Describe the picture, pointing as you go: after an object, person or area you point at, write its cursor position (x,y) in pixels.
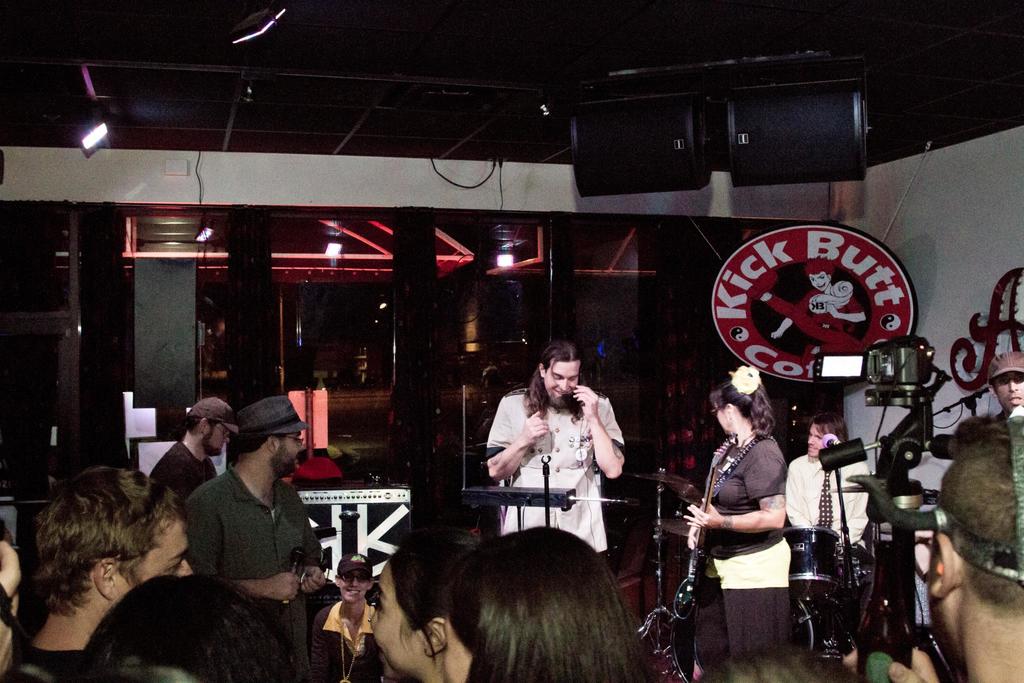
In this image I can see group of people (531,460) standing. Among them one person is holding musical instrument (714,467) and another one is holding the mic (292,591) and he is wearing the cap (265,432). To the right (867,383) there is a camera (911,360). In front of them there are people (530,637) standing. In the back (800,459) one person (818,493) is sitting in front of drum set (827,579) and wearing a cream color shirt (816,506) and brown tie (829,487). In the back (736,303) there is a board (743,320).
